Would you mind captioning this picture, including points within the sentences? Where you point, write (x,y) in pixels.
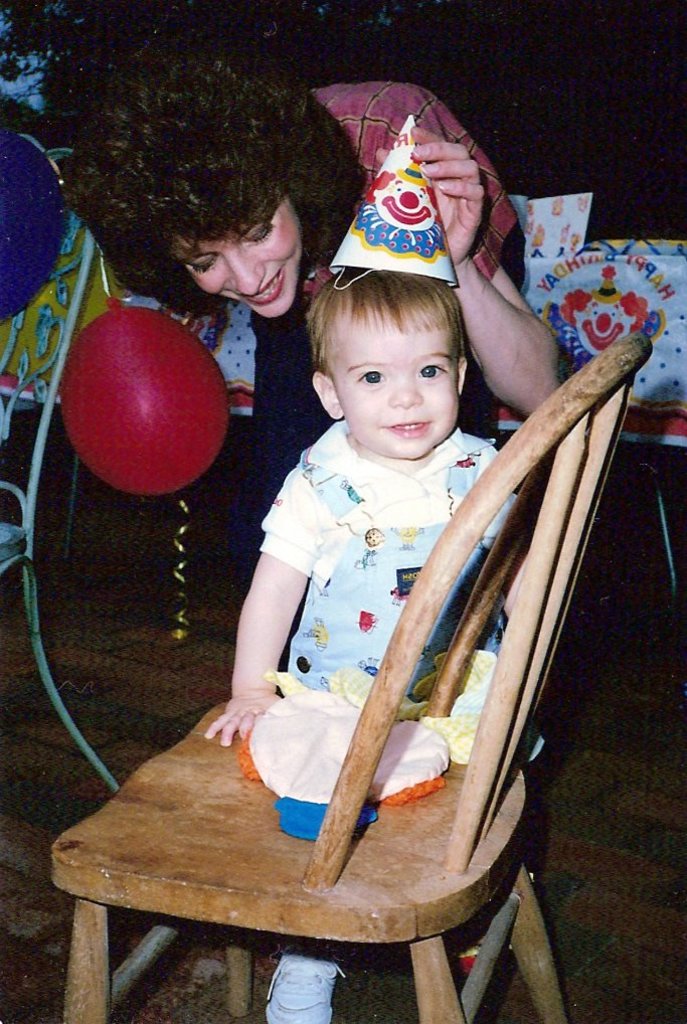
In the image there are two people (308,281) woman (263,260) and a kid (383,445). kid (391,494) is standing behind a chair (383,740), on chair (359,757) we can see some object (300,789). On left side (199,419) there are two balloons (144,351) in background (57,14) there are some trees (57,86) and sky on top (48,88).
